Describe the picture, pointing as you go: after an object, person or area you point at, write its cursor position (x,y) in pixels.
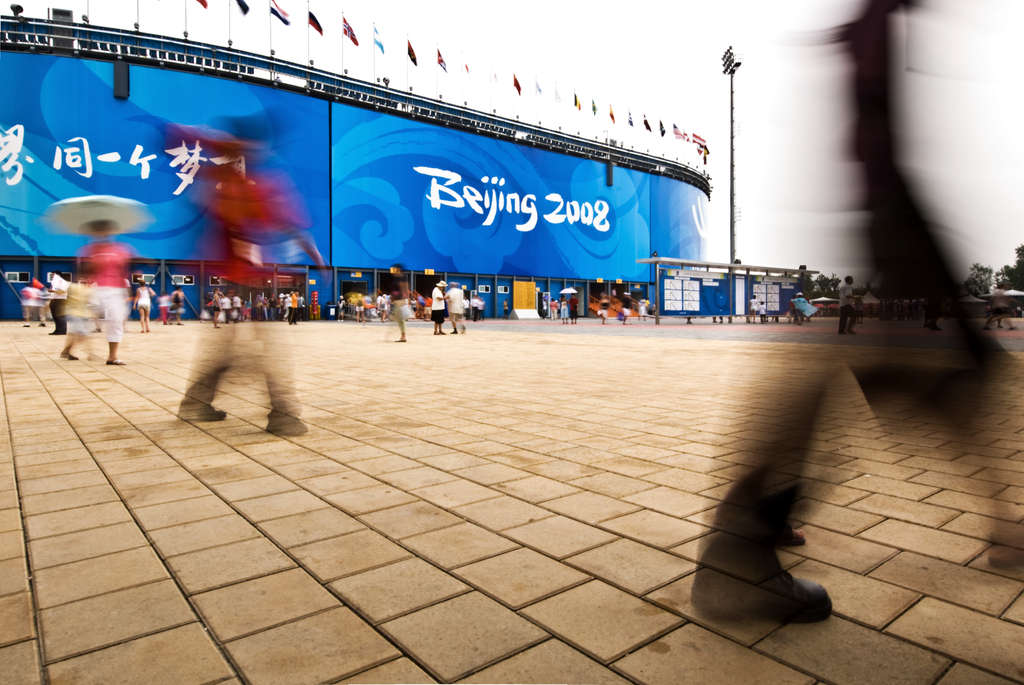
In this image in the background (164,149) there is a banner (482,177) with some text (455,193) written on it which is blue in colour. In front of the banner (362,150) there are persons (603,297) and there is a pole (730,170). On the banner (130,152) there are flags (702,146), which are on the top of the banners (119,159) and the sky (635,105) is cloudy.
